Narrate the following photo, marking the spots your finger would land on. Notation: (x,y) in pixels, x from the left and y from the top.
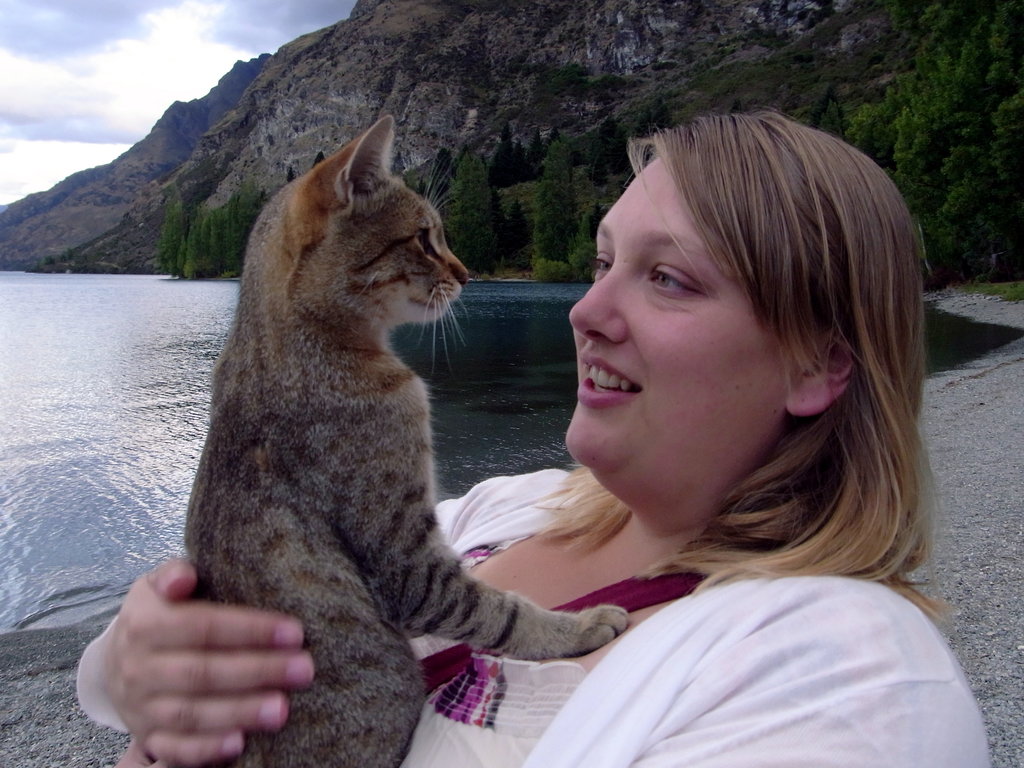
In this picture a woman (643,438) is holding a cat (433,454), in the background (184,434) we can see water (108,274), couple of trees (254,203) and hills (309,158).
